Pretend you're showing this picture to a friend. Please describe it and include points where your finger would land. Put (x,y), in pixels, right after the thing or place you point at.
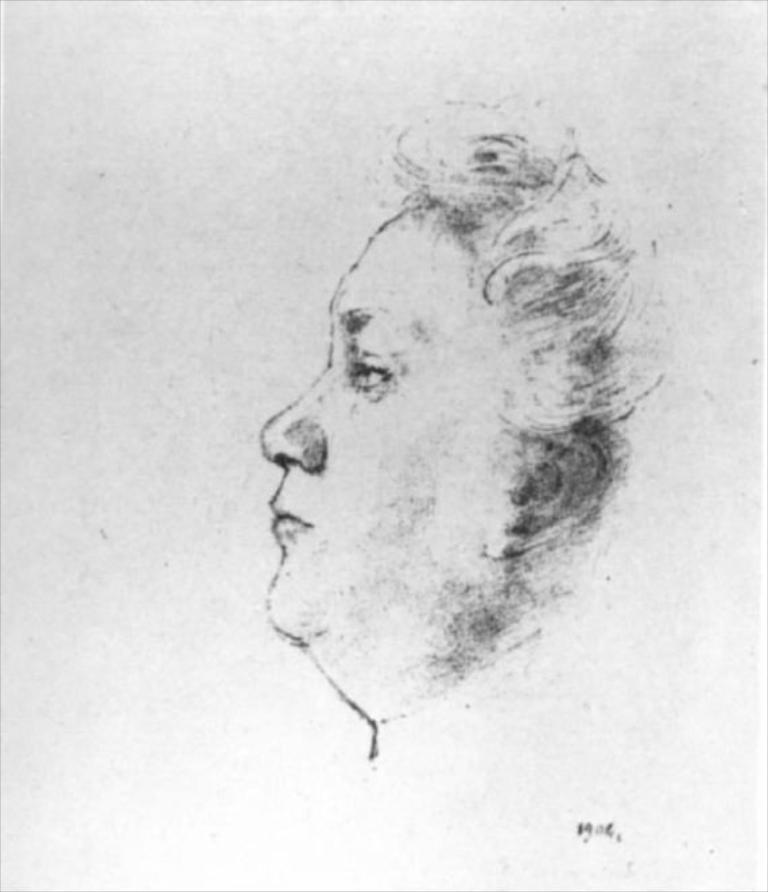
In this picture we can able to see a pencil sketch (372,454) of a person (462,371).
